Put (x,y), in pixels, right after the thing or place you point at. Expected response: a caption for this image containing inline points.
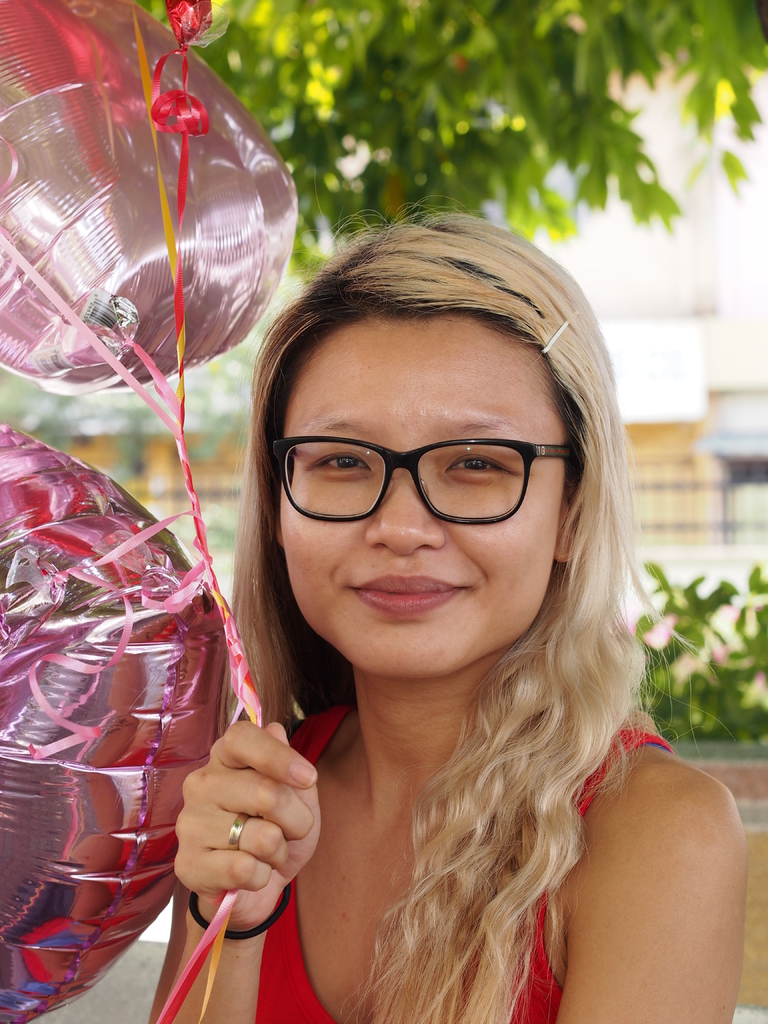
In the middle of the image (335,410) a girl (583,444) is standing and smiling and holding some balloons (183,656). Behind her there are some plants (748,730) and trees (258,39) and buildings (697,482).
